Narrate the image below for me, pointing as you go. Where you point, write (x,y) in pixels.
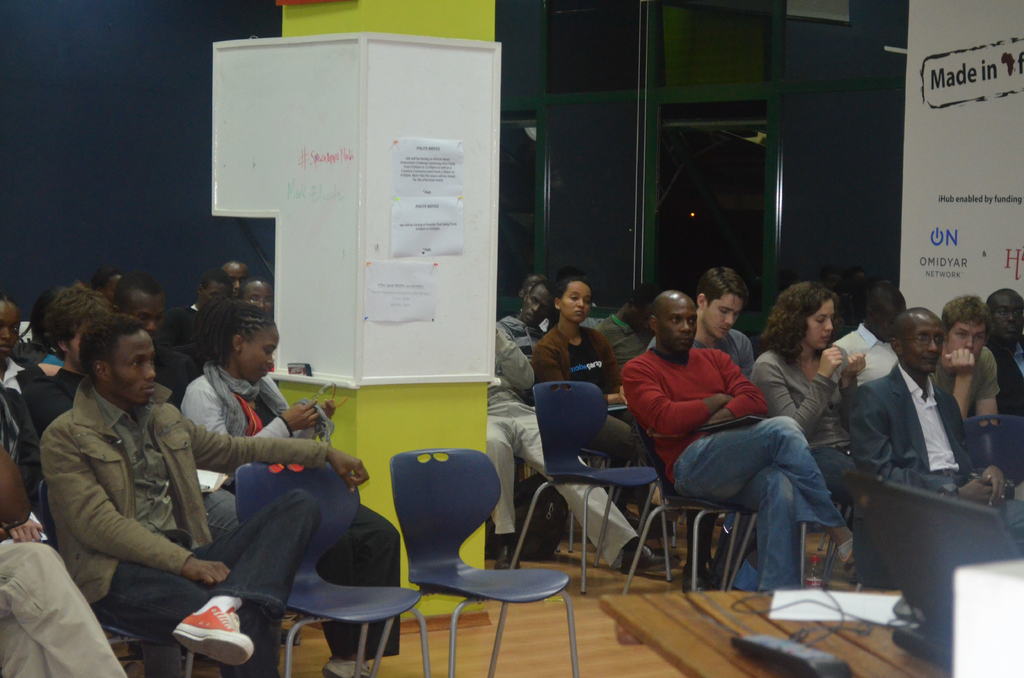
In this image there are a group of people (198,492) who are sitting on a chair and in the middle (415,322) there is one pillar (388,396) and on that pillar (390,410) there are some papers (404,264). And on the bottom of the right corner (703,622) there is one table (766,614) and on the top (159,60) there is a wall (183,130) and on the right side (700,81) there is one glass window (698,120).
